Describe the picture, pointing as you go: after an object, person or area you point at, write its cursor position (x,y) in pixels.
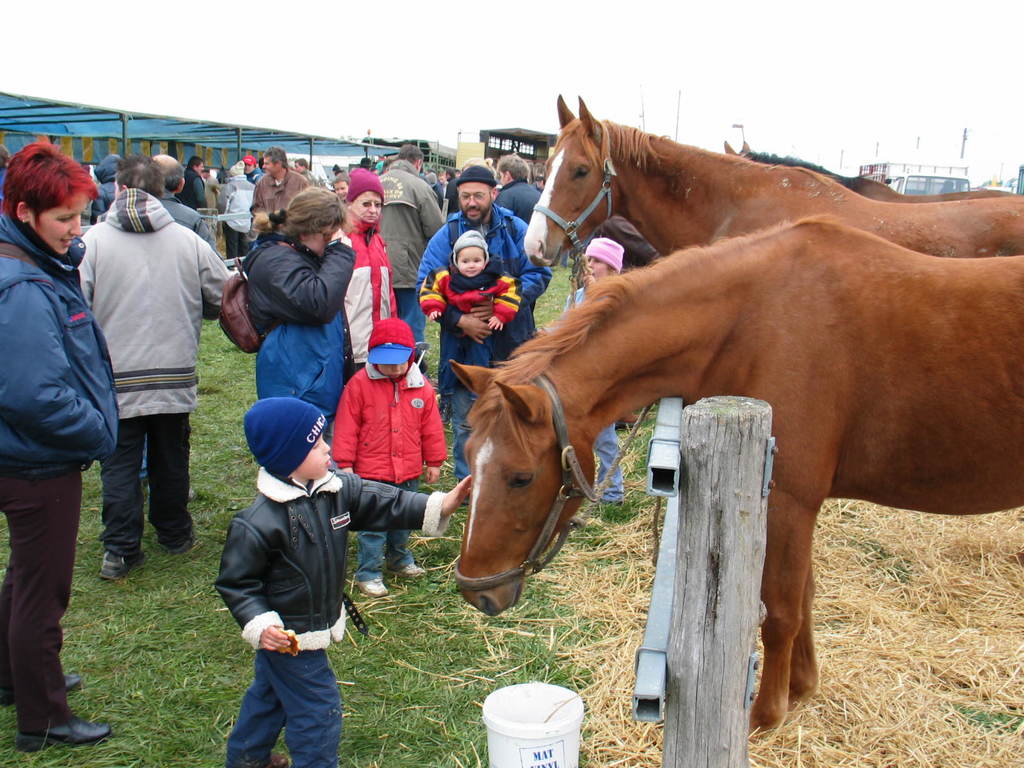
In this image I see 3 horses (671,269) over here and there are lot of people (20,369) standing on the grass (9,722). In the background (67,126) I see a vehicle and shed (449,162) over here.
